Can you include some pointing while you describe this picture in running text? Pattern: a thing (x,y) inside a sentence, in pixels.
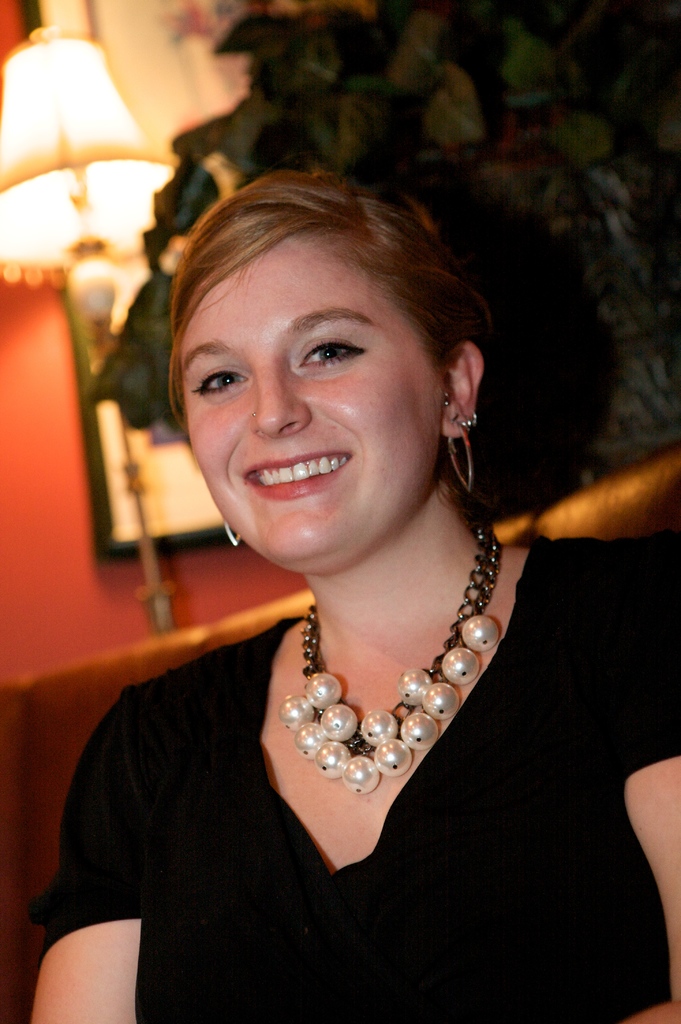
In this image we can see a lady (456,818) sitting on the couch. There is a house plant (520,142) in the image. There is a lamp (88,107) in the image. There is a photo frame (168,470) on the wall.
